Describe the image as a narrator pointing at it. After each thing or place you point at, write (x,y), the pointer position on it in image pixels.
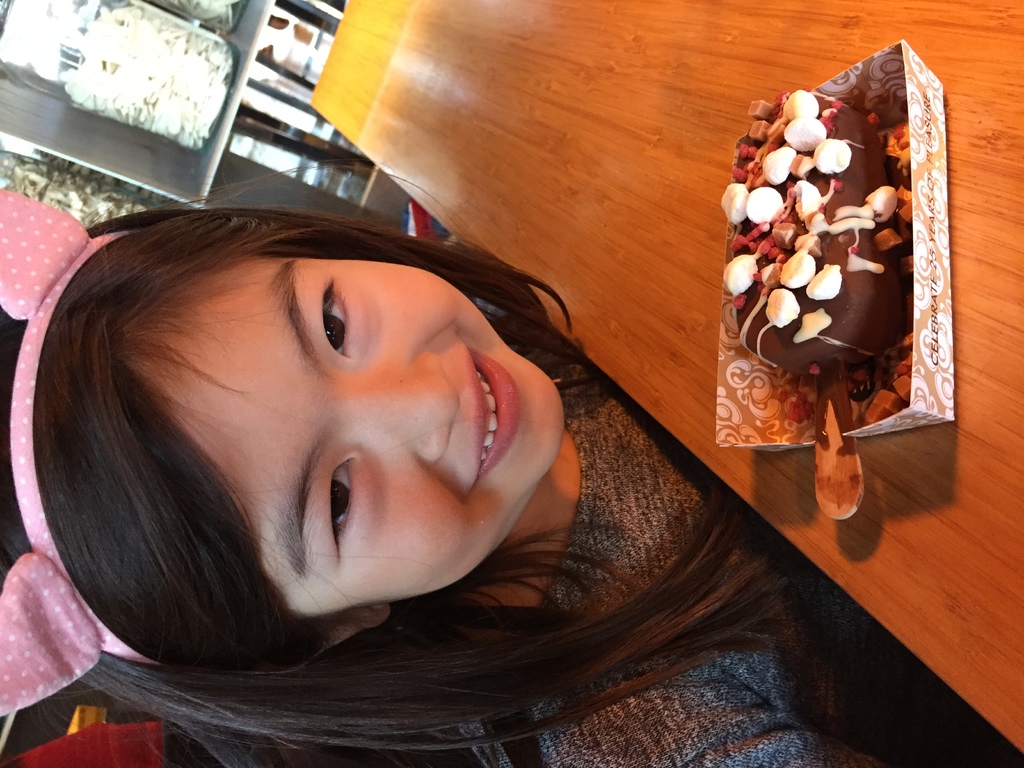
In this picture we can see a girl (123,429) smiling, ice cream (792,235) in a box (870,89) and this box (901,105) is placed on a table (543,141) and in the background (63,200) we can see jars (123,32).
